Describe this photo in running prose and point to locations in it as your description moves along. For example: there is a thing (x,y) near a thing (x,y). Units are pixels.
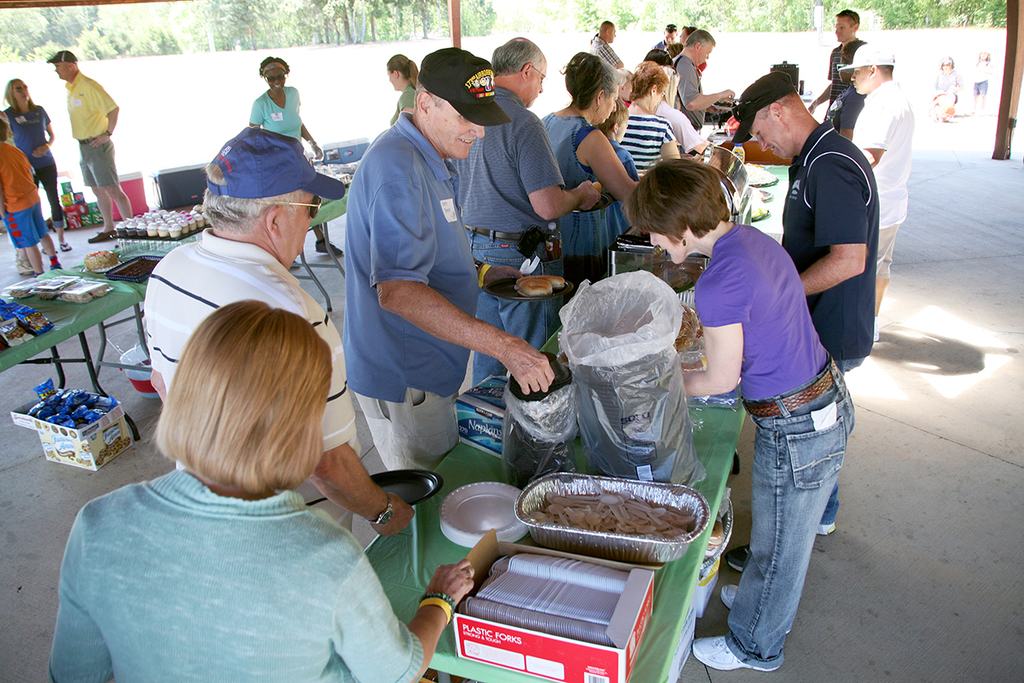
In this image we can see the persons (440,289) standing on the ground (217,116) and holding plates (432,490). And there are tables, on the table (440,502) there are boxes (621,627), plates (515,490), covers (667,429), packets (688,321) and food items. And there are packets (81,415) in the box (115,446). At the back (199,29) there are trees (360,40) and wooden sticks (1000,150).
